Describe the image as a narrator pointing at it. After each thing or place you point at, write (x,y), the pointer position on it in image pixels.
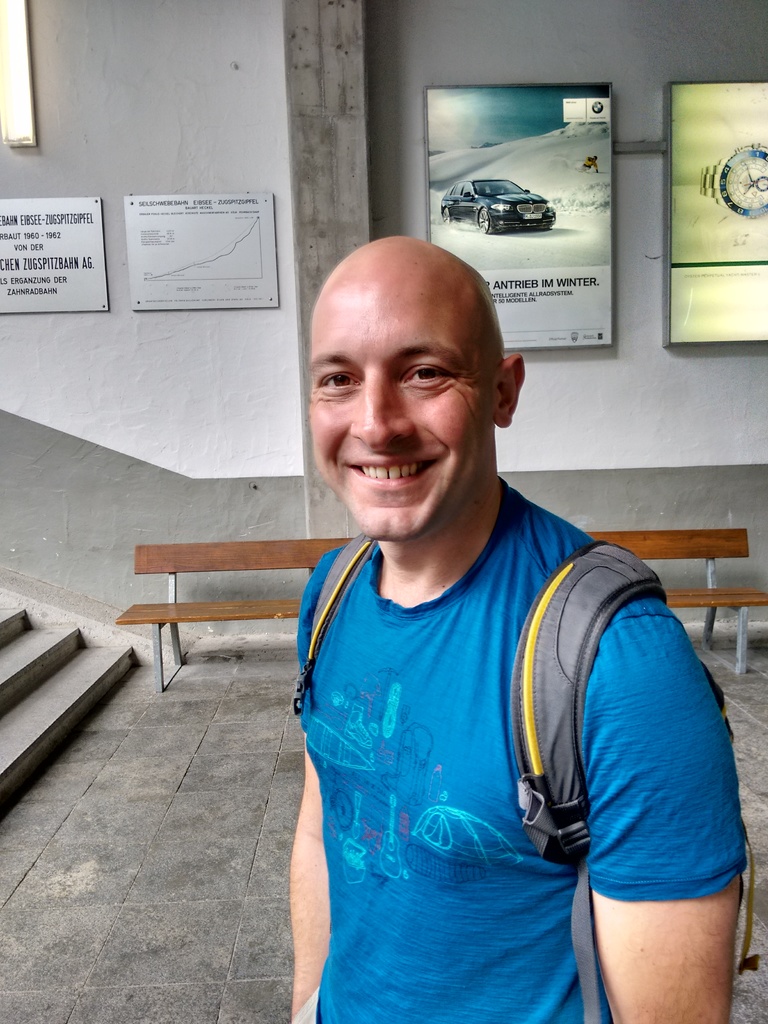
He is standing. His wearing a bag (591,625) and his smiling.
